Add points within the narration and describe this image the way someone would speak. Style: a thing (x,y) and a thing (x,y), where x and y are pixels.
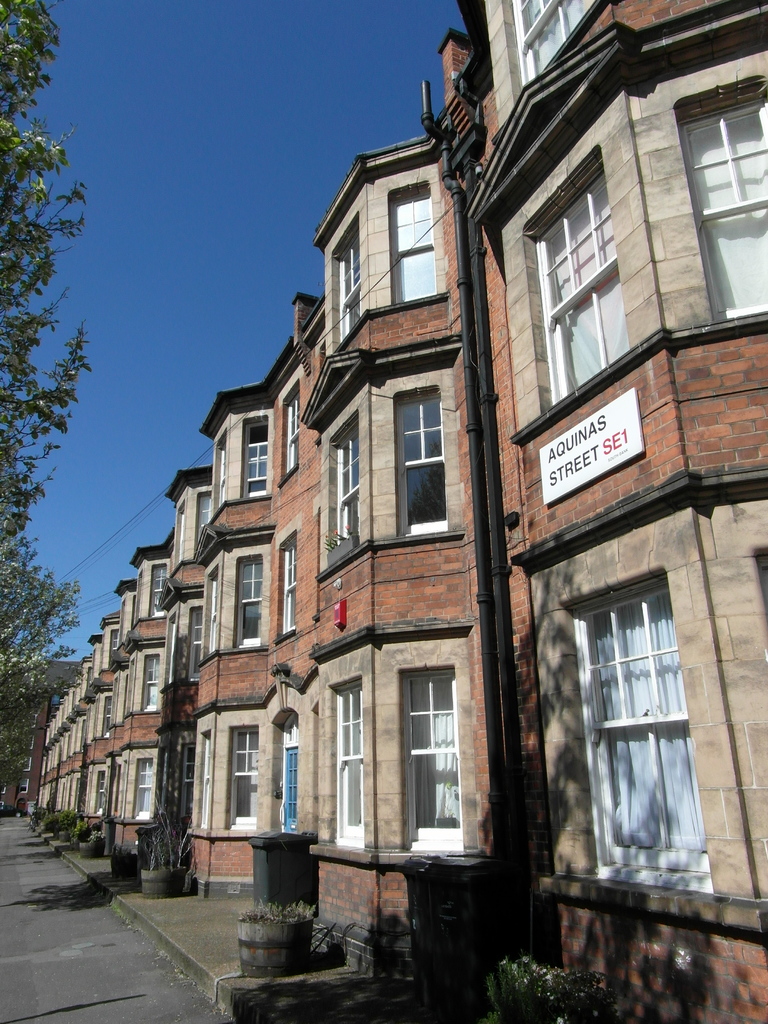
In this picture we can see there are buildings (235,475) with windows (238,615) and on a building (509,520) there is a board (585,479). In front of the buildings (158,746) there are trees (12,660) and plants (165,846) in the pots (255,972). Behind the buildings (83,733) there are cables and a sky (125,263).
